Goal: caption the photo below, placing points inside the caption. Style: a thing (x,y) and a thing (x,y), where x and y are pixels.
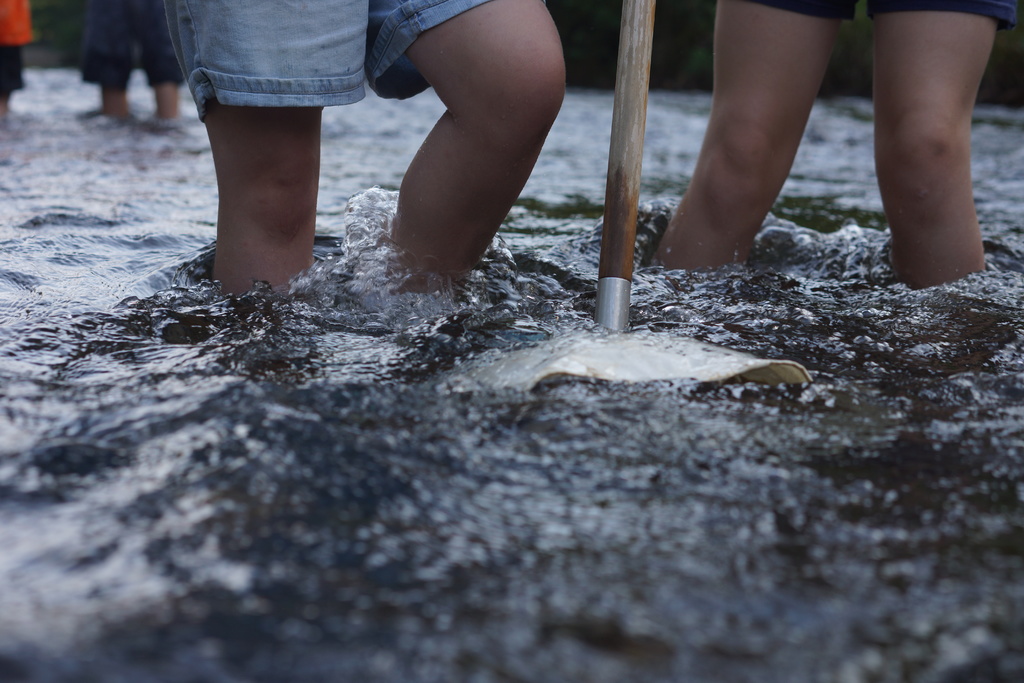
Here we can see water (134,507), wooden stick (607,293), and legs (937,242) of persons (494,123).
